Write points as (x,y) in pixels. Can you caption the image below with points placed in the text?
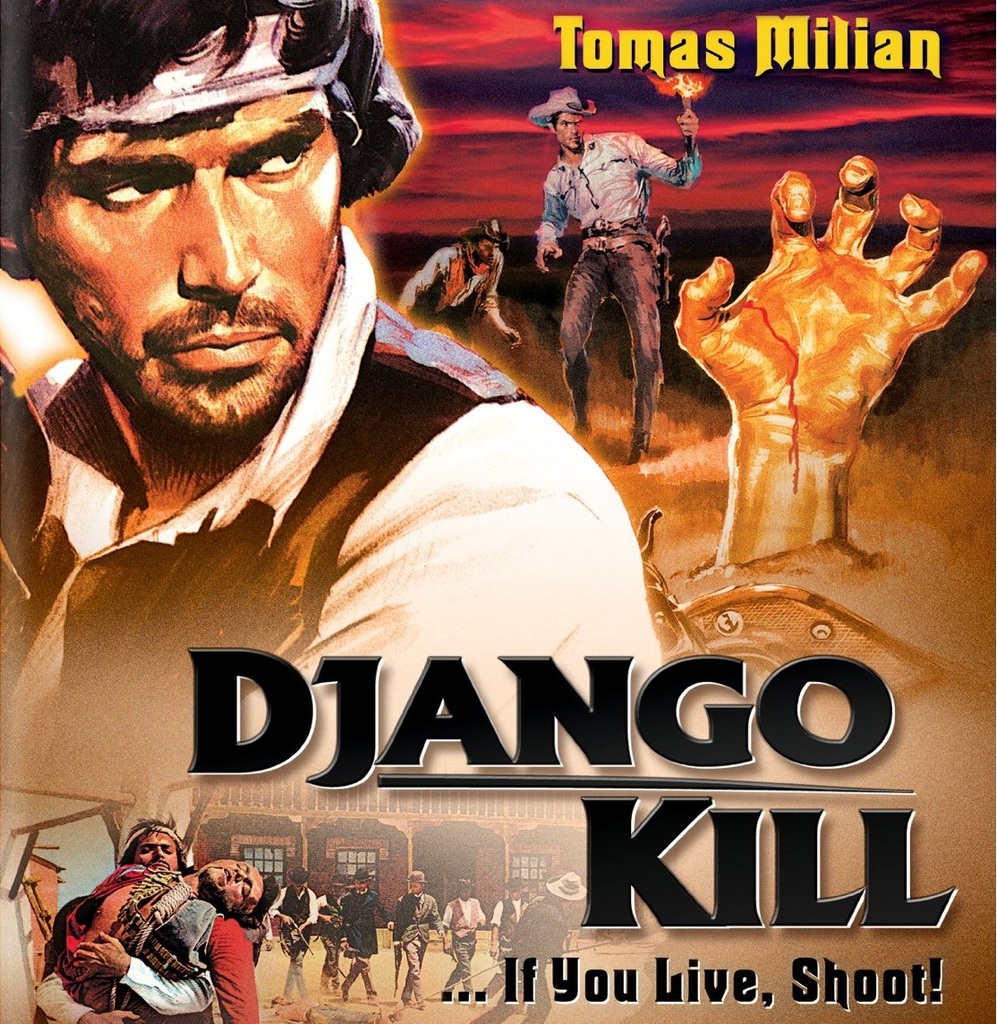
In this picture we can see poster (607,534), on this poster (669,295) we can see people (489,652), hand (825,521) and text (280,685).
